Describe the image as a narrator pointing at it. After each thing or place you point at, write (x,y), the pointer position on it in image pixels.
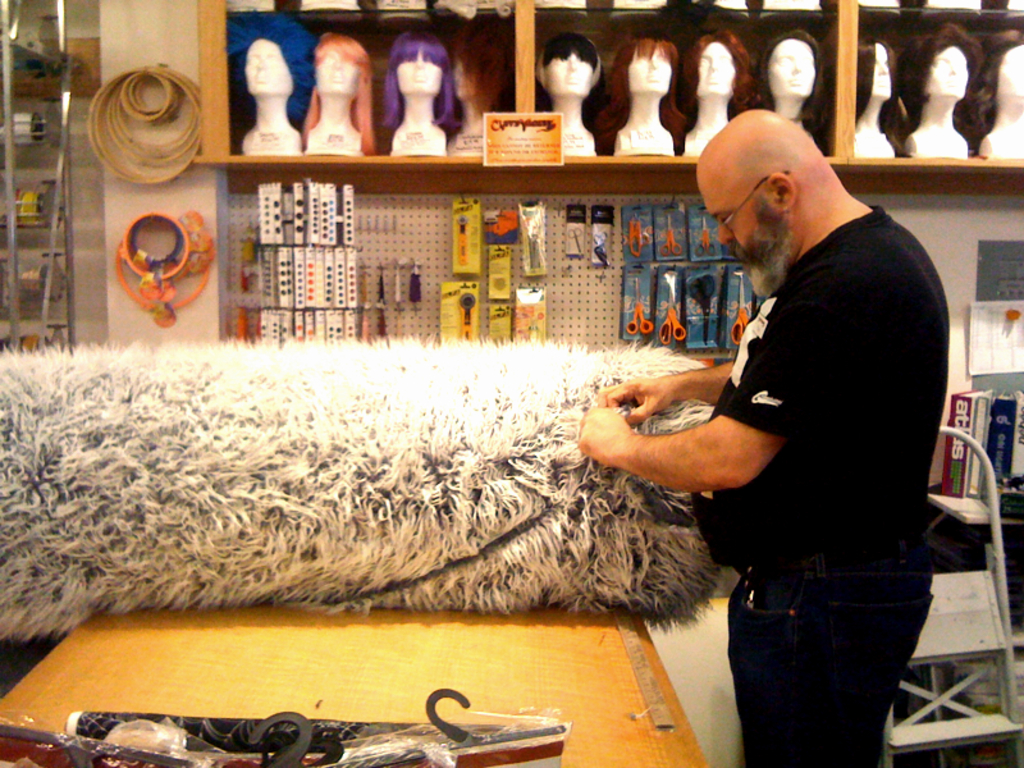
In the center of the image (424,452) there is a table (148,648) on which there is a wool object (334,386). To the right side of the image (750,426) there is a person (767,409) wearing a black color t-shirt (781,361). In the background of the image (270,93) there is a shelf (528,82) In which there are wigs (511,67) and other objects (684,274).
